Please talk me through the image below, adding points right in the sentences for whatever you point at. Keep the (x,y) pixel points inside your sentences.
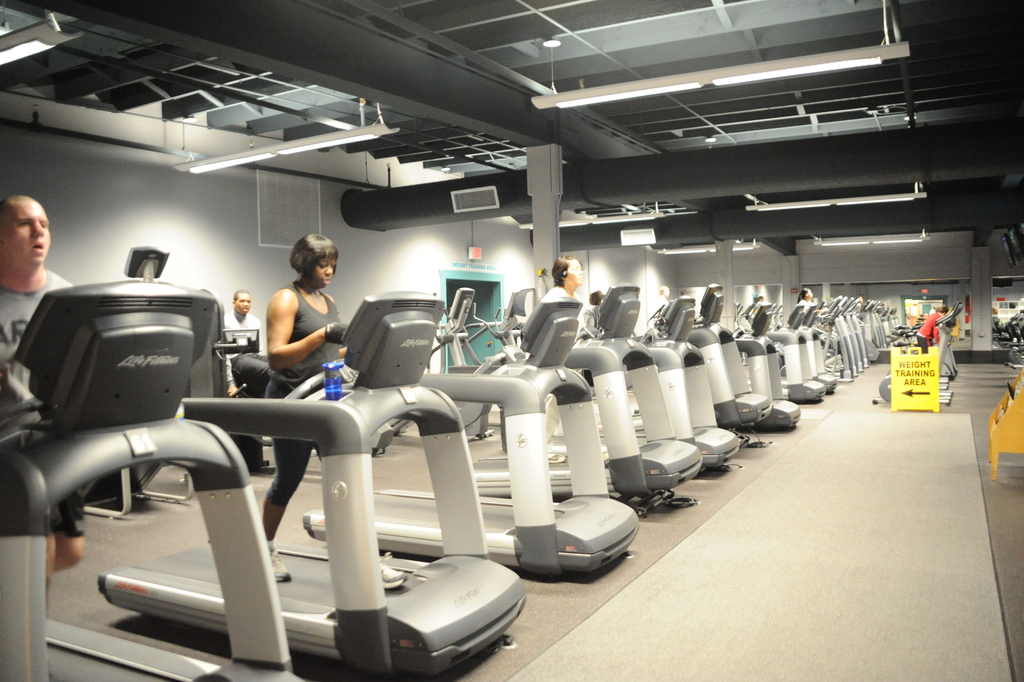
In this image we can see people (568,287) on a treadmill (473,583), there are lights (670,80) attached to the roof (318,119) and a sign board (922,389).
